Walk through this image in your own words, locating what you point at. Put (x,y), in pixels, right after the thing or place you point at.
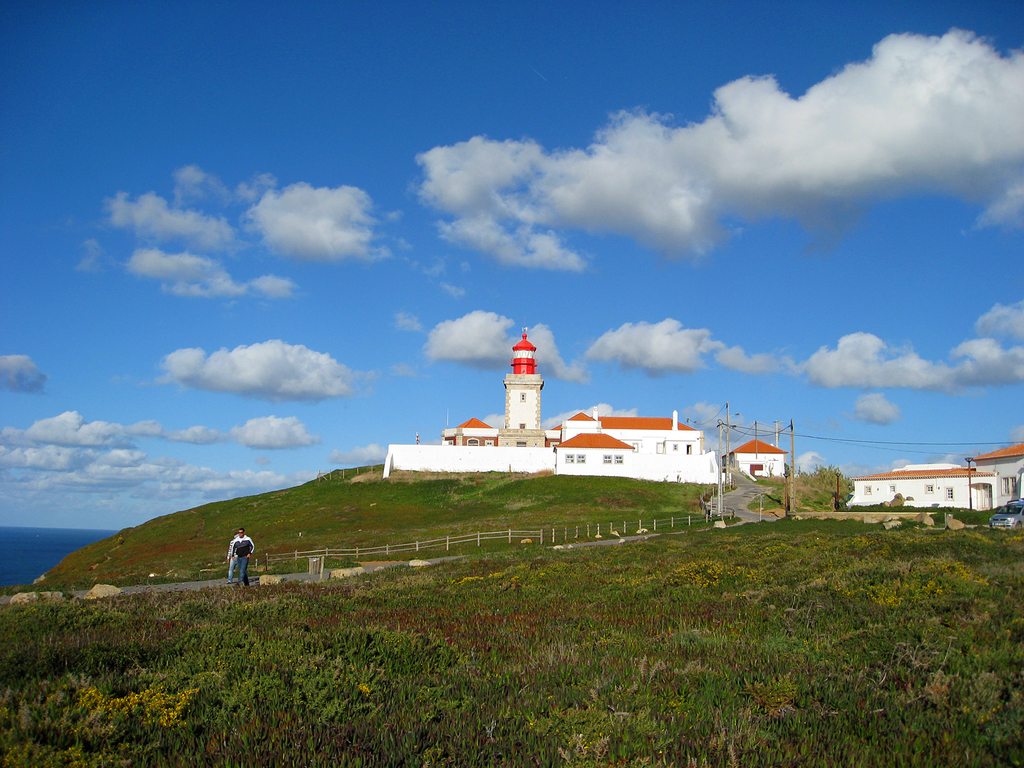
This image consists of houses (782,468). At the bottom (518,688), there is green grass (309,662). There is a person (248,557) walking on the road (163,585). To the left (30,567), there is water (34,568). At the top (431,250), there are clouds (845,167) in the sky (488,341).
